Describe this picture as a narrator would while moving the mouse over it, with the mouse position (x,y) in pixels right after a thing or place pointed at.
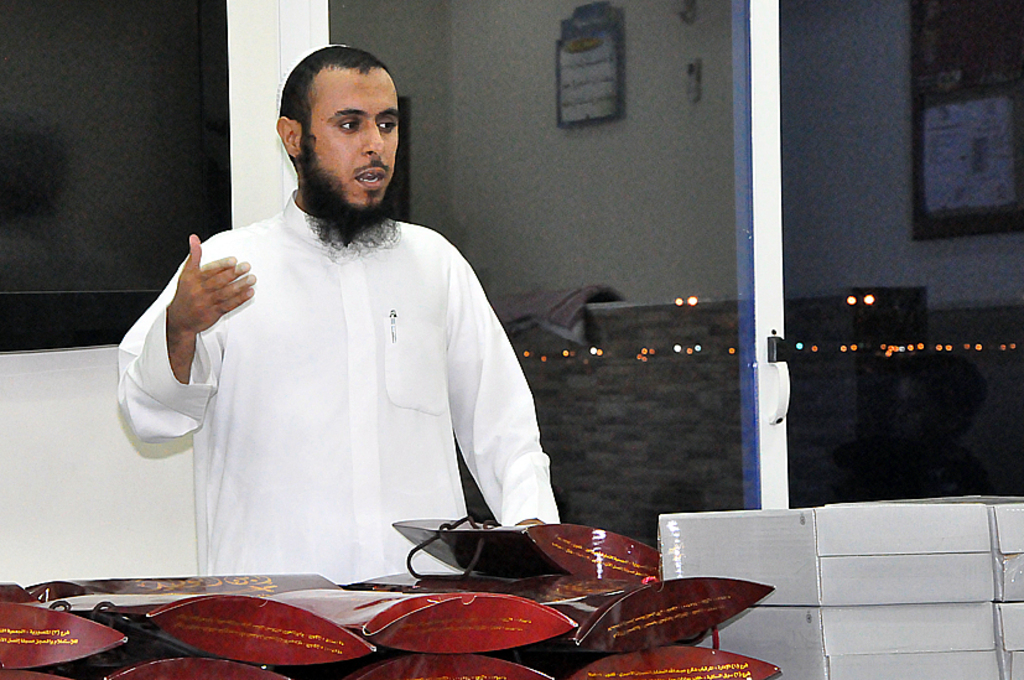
In this image I can see a person (357,254) wearing white colored dress (323,324) is standing and in front of him I can see few bags (341,622) which are maroon in color and few boxes (824,572) which are white in color. In the background (38,453) I can see a white colored surface (83,484) and few glass doors (610,260) in which I can see the reflection (630,320) of few lights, the wall (671,269) and few other objects (559,116).
